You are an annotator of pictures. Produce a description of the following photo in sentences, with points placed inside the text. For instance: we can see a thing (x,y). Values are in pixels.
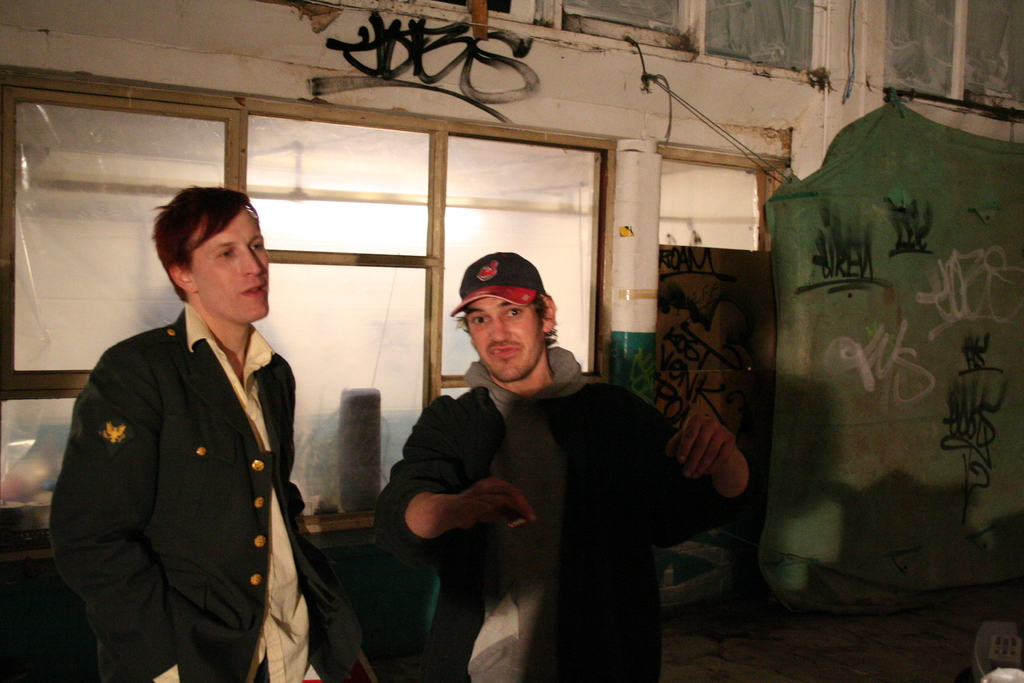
In this image, we can see two persons (497,560) wearing clothes (577,540). There is a window (389,332) in the middle of the image (347,319). There is a cloth (945,228) on the right side of the image (942,321).
